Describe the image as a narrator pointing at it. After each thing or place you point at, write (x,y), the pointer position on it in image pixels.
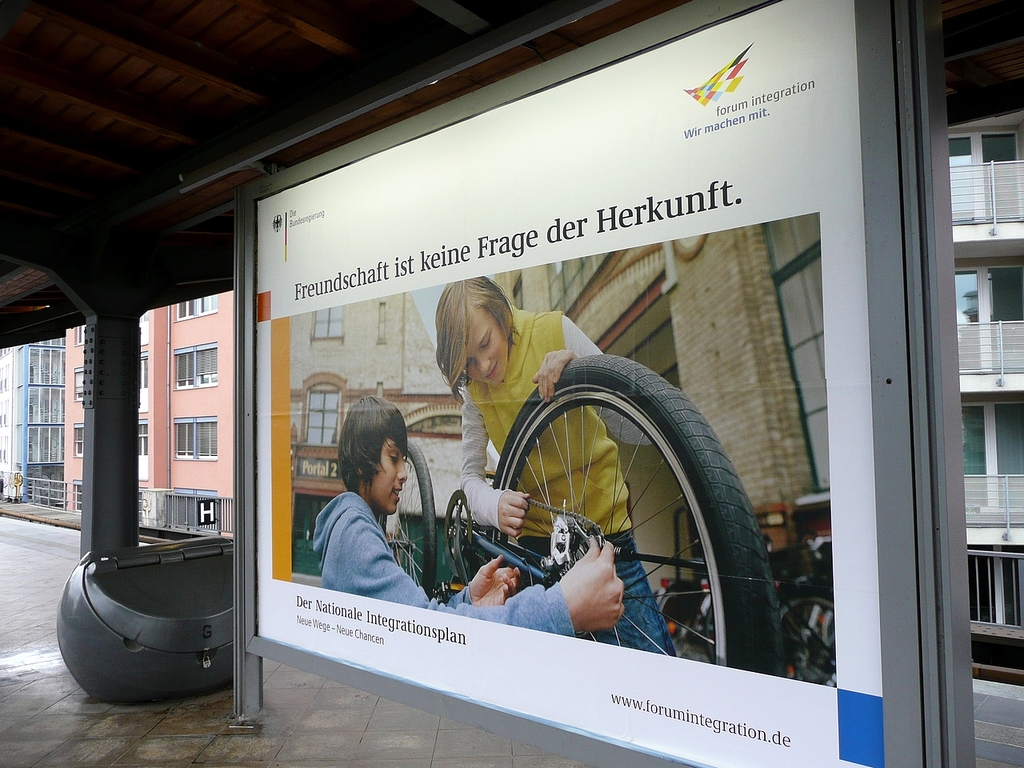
In front of the image there is a display board (483,346) with an advertisement (493,377) on it, beside the display board (451,483) there is some object (166,589) and there are pillars (114,447), at the top of the image (161,164) there is a wooden rooftop (161,164), in the background of the image (13,429) there are buildings (196,427), metal rod fence (76,499) and metal rod balconies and glass windows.
